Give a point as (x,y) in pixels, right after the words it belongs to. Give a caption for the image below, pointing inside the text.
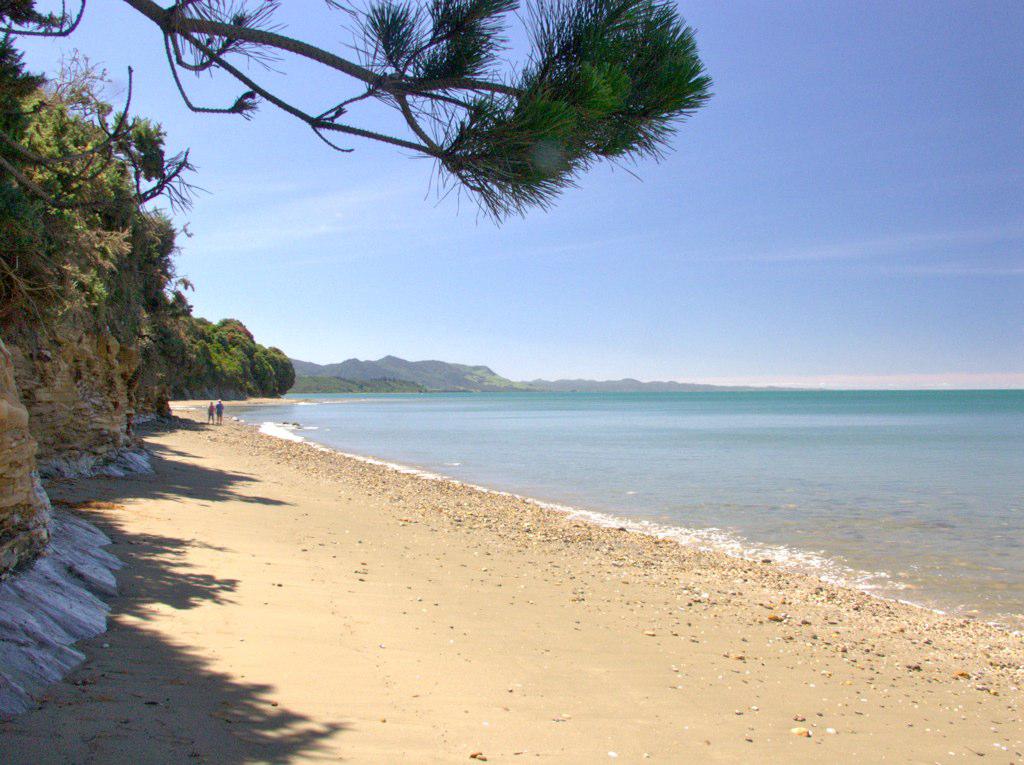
In this picture I can see trees (270,349) and hills (406,386). I can see couple of them (222,413) standing on the seashore (306,491) and I can see water (249,413) and few stones (514,541) and a blue cloudy sky (681,173).
